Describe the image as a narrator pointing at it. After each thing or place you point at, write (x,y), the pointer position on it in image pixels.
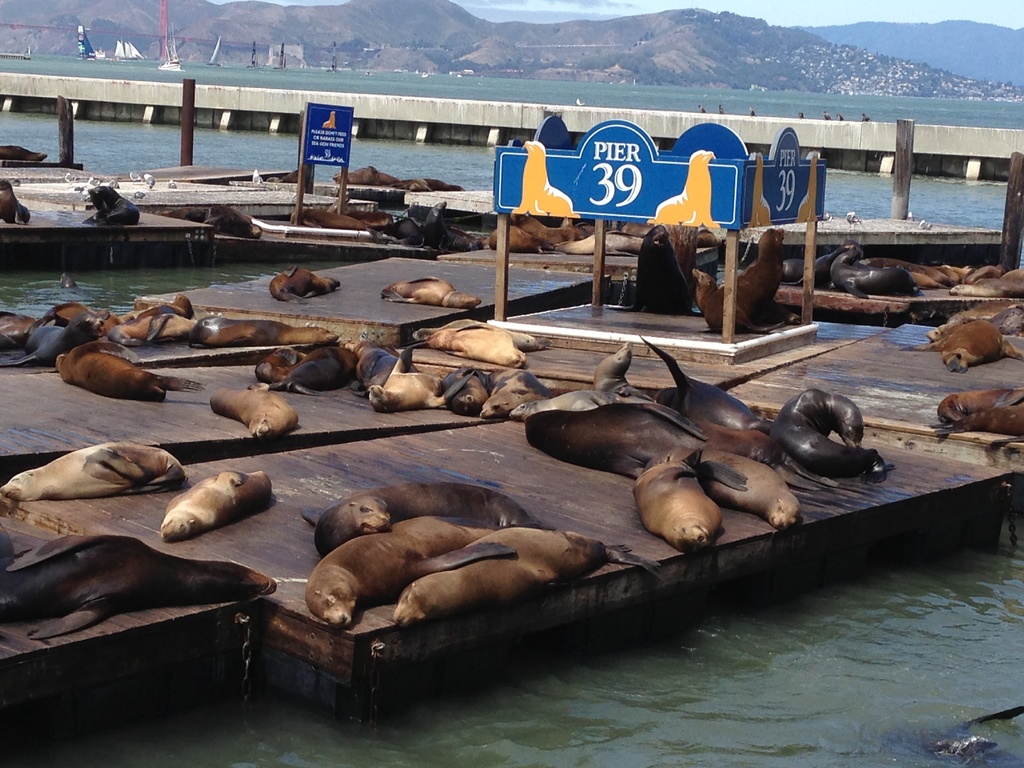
In this picture we can see some sea lions (903,281) here, at the bottom (826,656) there is water (769,719), we can see a board (307,140) here, in the background (457,41) there is a hill (470,36), we can see the sky (806,9) at the top of the picture (812,9).
